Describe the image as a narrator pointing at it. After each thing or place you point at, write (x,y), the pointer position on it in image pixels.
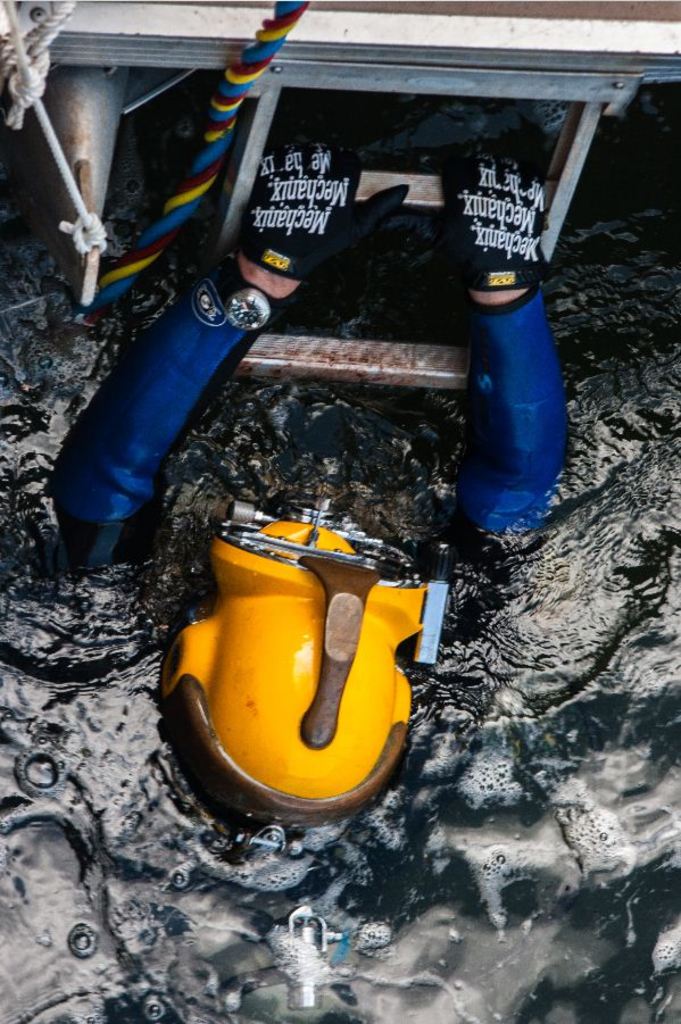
In the foreground of this image (352,690), there is a man (302,724) wearing gloves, helmet (324,722) and it seems like a cylinder (297,1006) on his back (254,981), is in the water (455,893). He is holding the ladder (278,101) of the water vehicle (427,31).
